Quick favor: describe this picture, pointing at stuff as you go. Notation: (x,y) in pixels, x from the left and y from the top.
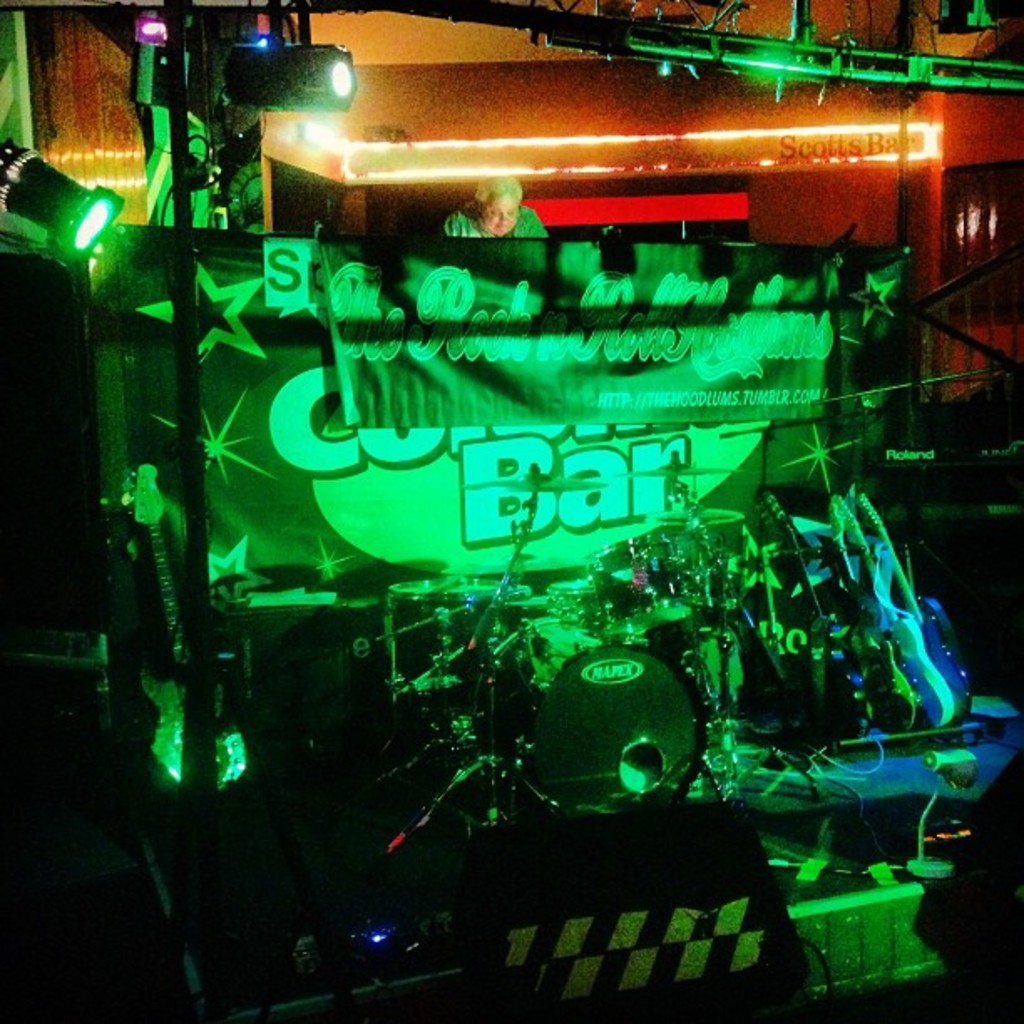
In this image I can see the drum-set (447,643) and many musical instruments (932,631). In the background (374,552) there is a banner (380,407). I can see the person (470,232) behind the banner (463,268). I can also see many lights (342,80) in the top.
